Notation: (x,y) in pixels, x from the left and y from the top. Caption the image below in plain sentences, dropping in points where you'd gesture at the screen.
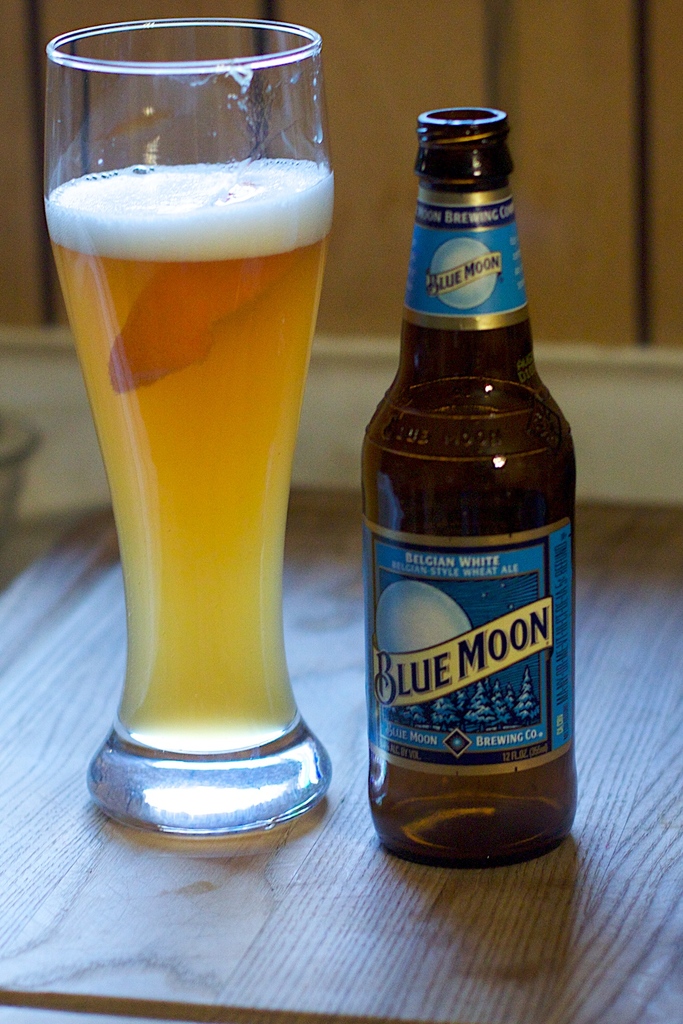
I can see in this image a glass bottle (428,452) and glass (175,381) on a table (322,951). The bottle (420,745) has a name (428,667) of "blue moon".
